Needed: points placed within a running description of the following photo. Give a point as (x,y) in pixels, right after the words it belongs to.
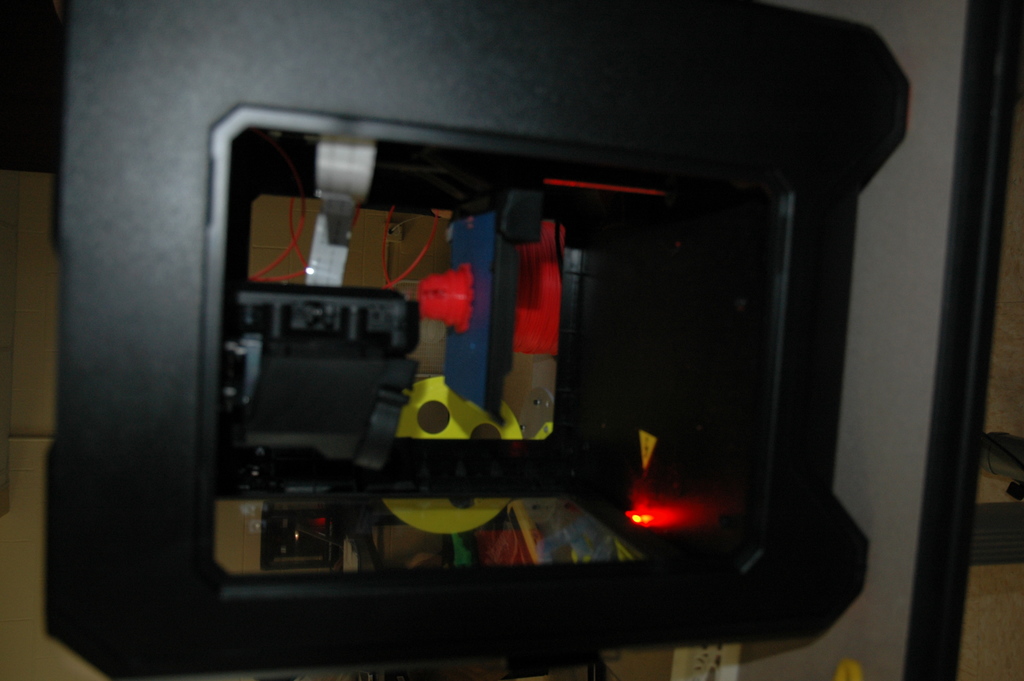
In this picture in the center (501,392) there is an object (133,224) which is black in colour and inside the object (395,415) there is light (655,507) and there are wires (333,252).
